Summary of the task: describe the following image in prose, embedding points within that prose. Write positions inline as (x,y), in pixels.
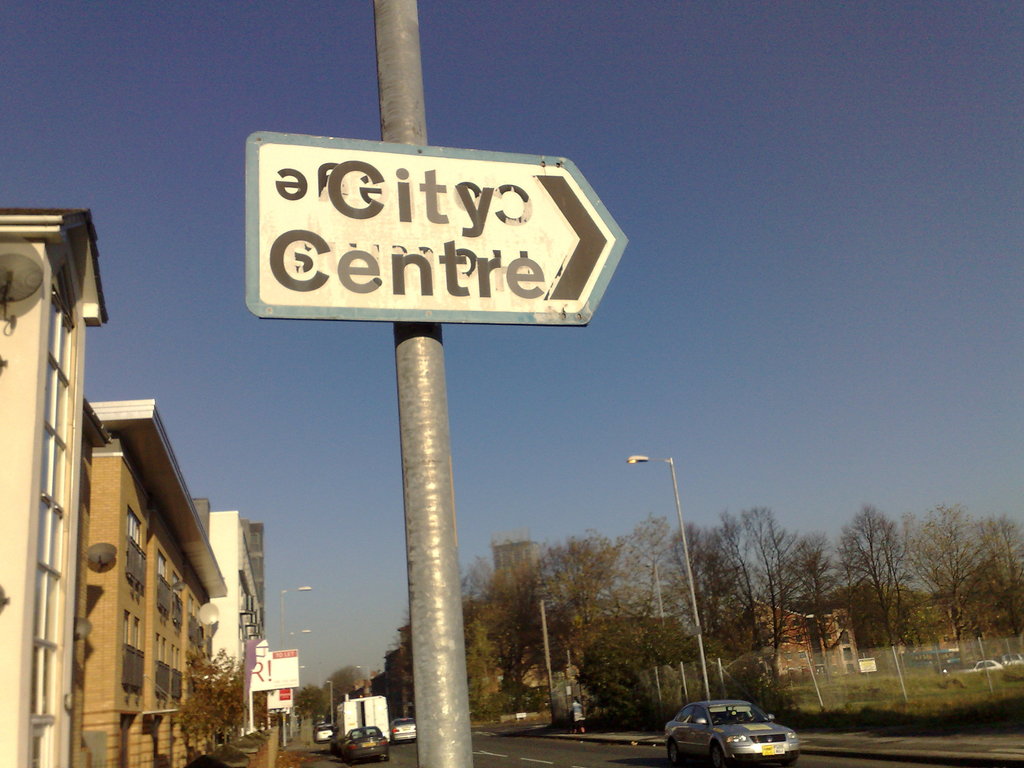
In the foreground of this image (387,259), there is a sign board (421,316) to a pole (431,341). In the background (197,597), there are buildings (248,612), poles (698,620), trees (673,589), vehicles (690,741) moving on the road (528,747), fencing (825,693) and the sky (877,292).
